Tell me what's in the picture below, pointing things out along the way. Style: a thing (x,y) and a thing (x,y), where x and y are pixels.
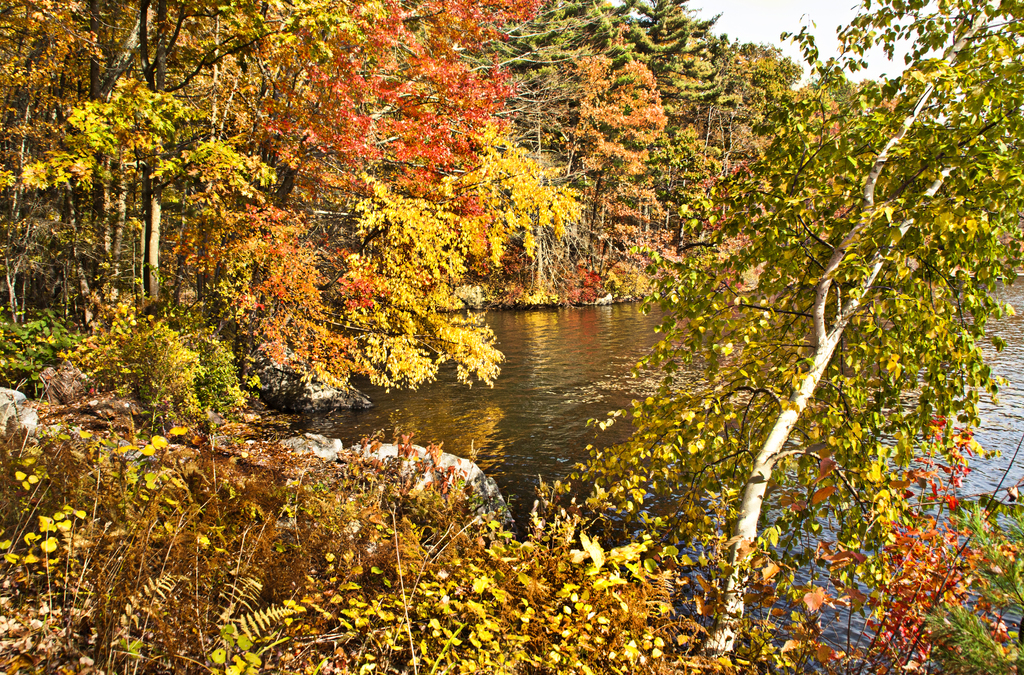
In this image we can see trees (297,273), rocks (275,372), water (567,396) and sky (744,20).
